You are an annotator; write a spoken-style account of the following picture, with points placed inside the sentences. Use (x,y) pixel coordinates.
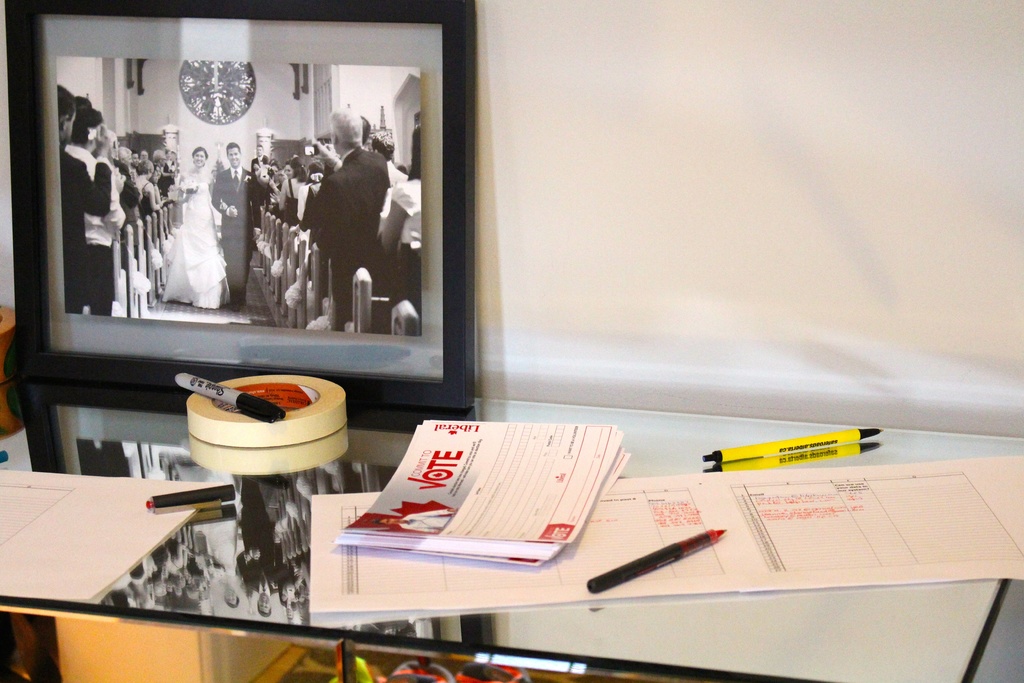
In this image we can see a mirror (668,643). On the mirror (653,635) we can see papers (410,559), books (540,544), pens (624,573), and a tape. There is a frame (440,173) on the wall (767,214). In the mirror (372,483) we can see the reflection (283,593) of a frame (190,566).
